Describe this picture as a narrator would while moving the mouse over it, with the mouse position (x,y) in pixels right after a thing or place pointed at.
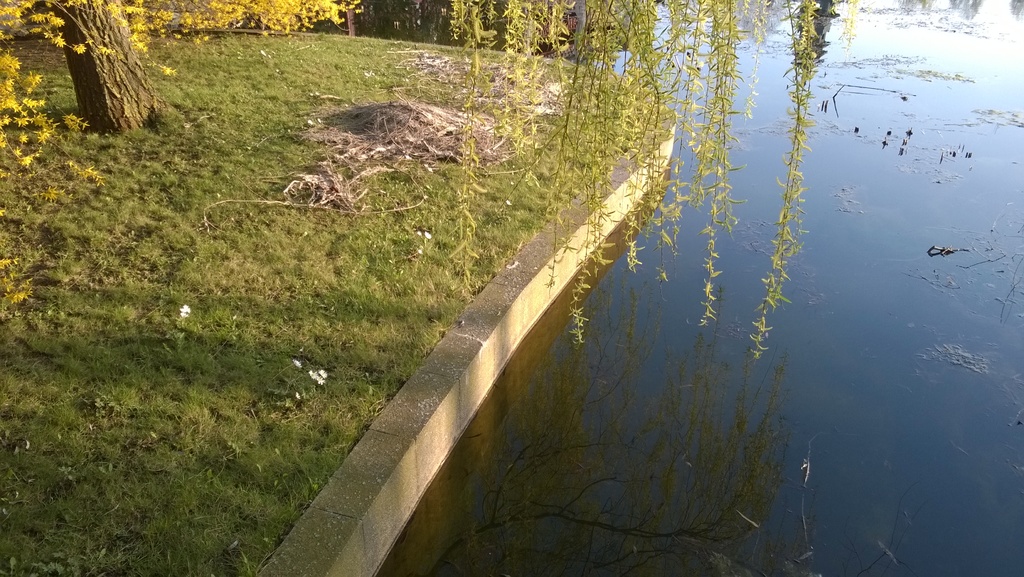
In this picture we can see water (882,40), dried grass (510,85), green grass (363,292), leaves (474,191), stems (513,24) and tree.
